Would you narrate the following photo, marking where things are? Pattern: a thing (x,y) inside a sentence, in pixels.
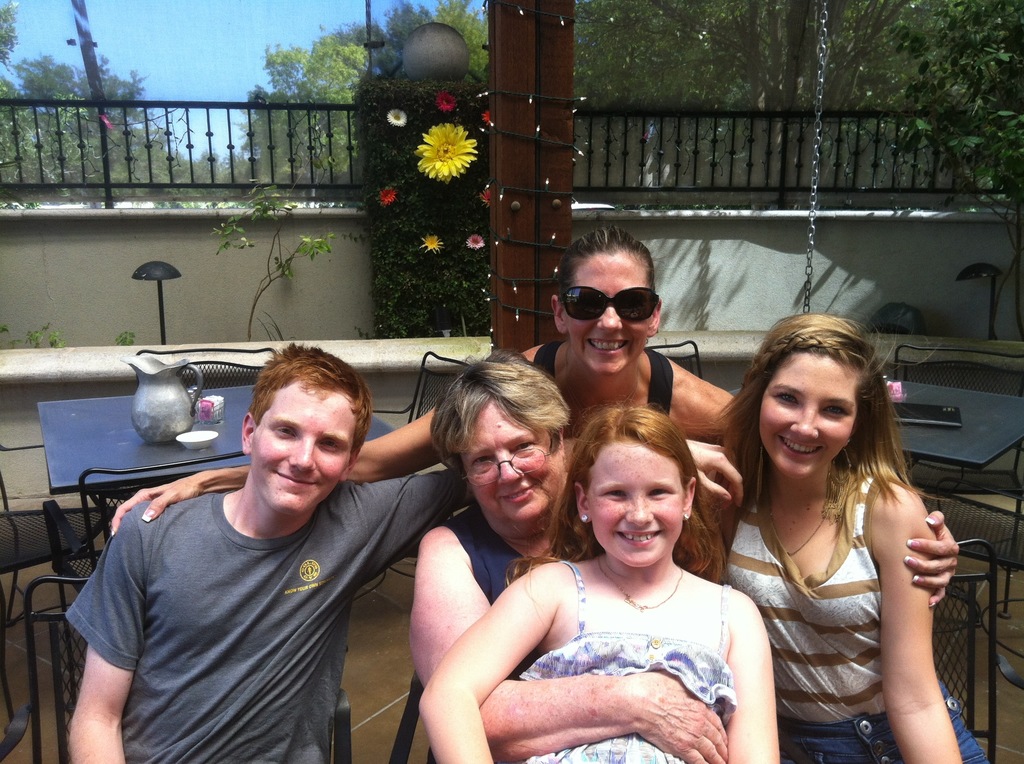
In this image we can see a group of people (582,656) sitting on the chair (933,508). There is a sky (255,60) in the image. There are many trees (973,105) in the image. There are few tables (183,460) and chairs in the image.
